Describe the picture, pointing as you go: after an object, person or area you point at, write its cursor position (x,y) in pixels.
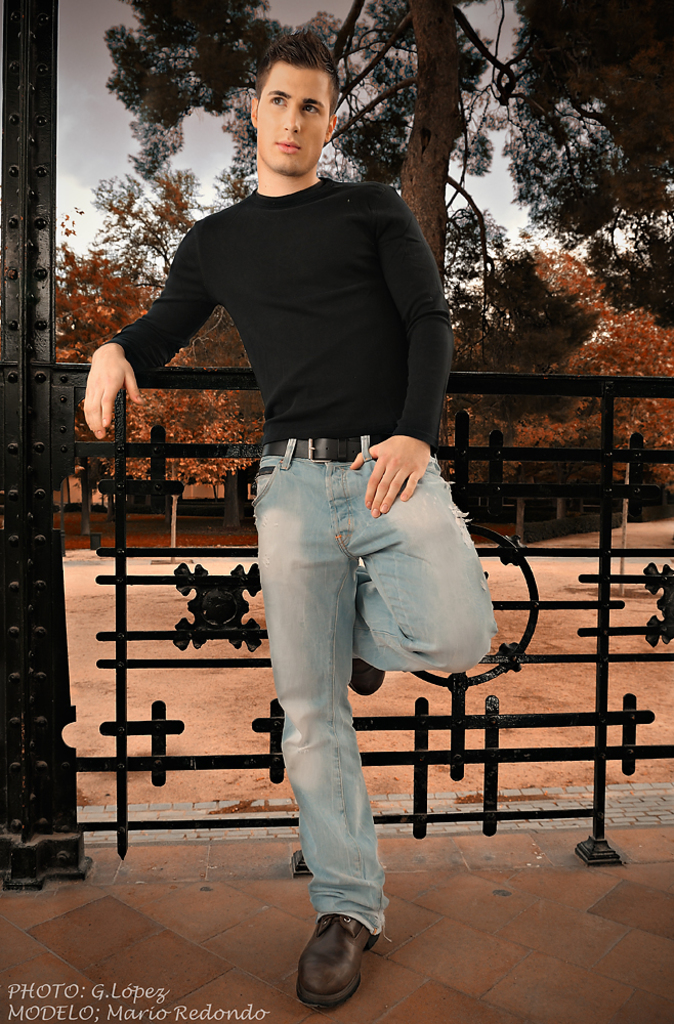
In this image there is the sky (103,122), there are trees (488,118), there is a person (321,520) standing, there are trees (587,50) truncated towards the right of the image (594,61), there is an object (55,648) truncated towards the left of the image (18,104), there is an object (533,658) behind the person (393,547), there is text (170,996) towards the bottom of the image (146,1008).
